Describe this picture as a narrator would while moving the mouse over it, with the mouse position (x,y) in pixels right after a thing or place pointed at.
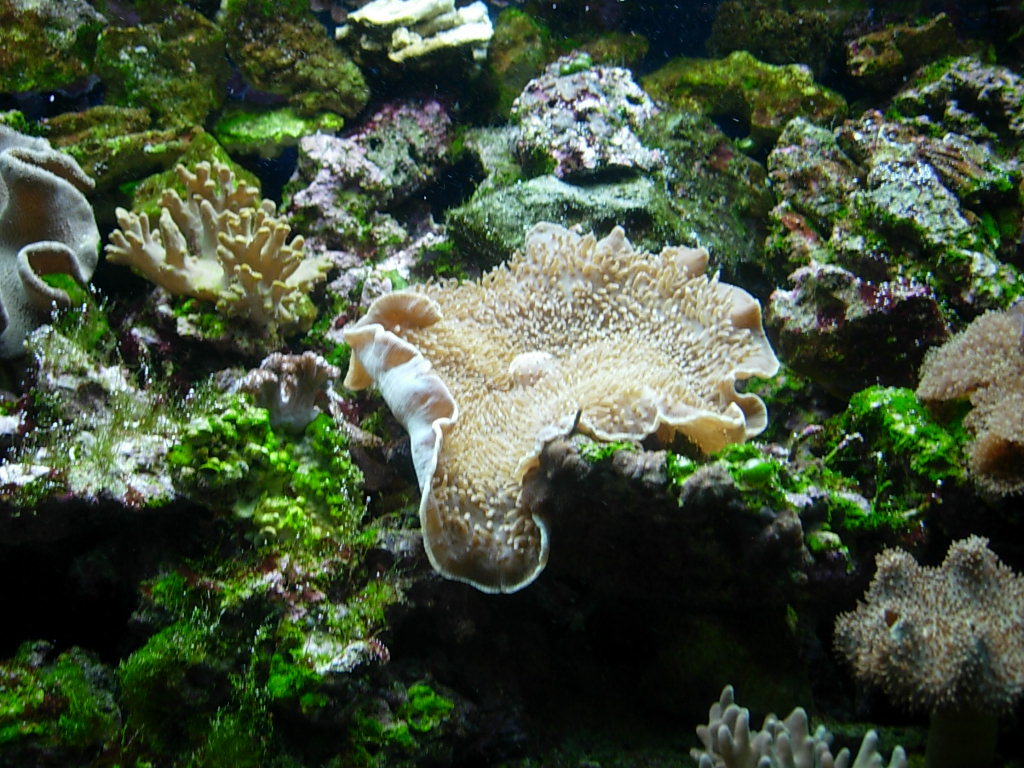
In the foreground of this picture (364,607), there are few water plants (470,323) under the water (103,264).
